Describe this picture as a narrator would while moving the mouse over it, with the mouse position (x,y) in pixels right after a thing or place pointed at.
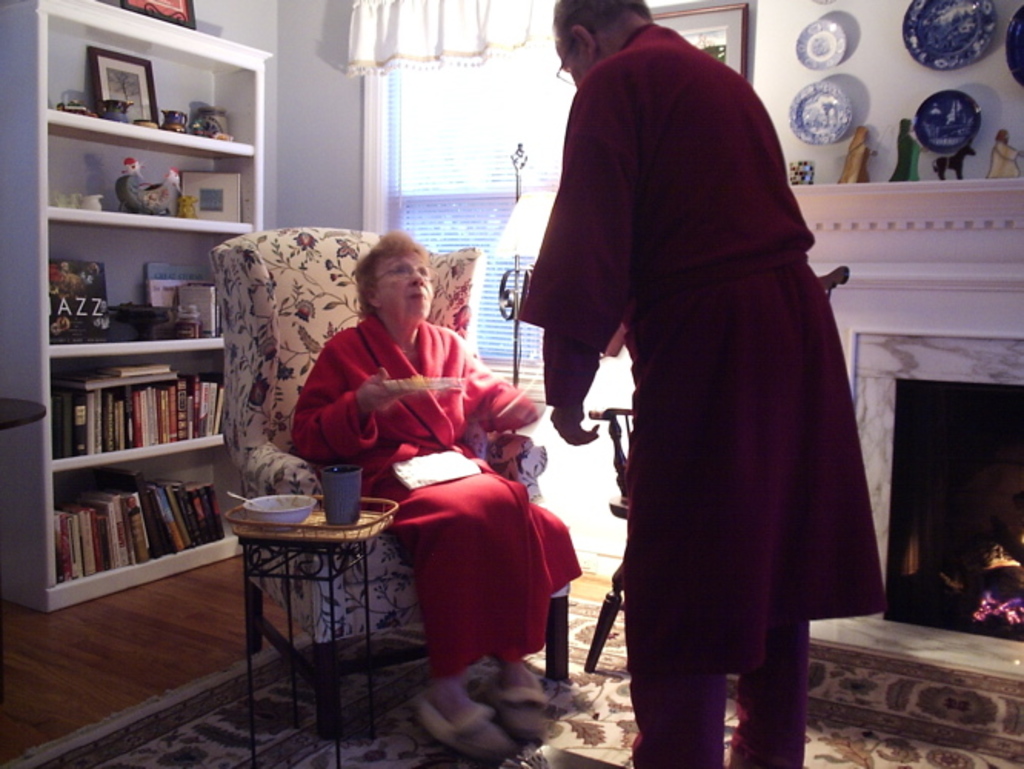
In this picture I can see a woman (443,566) in the middle (416,503), beside her there is a man (651,411) standing. On the left side (183,412) there are books (138,385) and other things (142,202) on the shelves (178,214), on the right side (995,167) I can see few things (804,178) on the wall (912,71), there is a fireplace (983,472). In the background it looks like a window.
